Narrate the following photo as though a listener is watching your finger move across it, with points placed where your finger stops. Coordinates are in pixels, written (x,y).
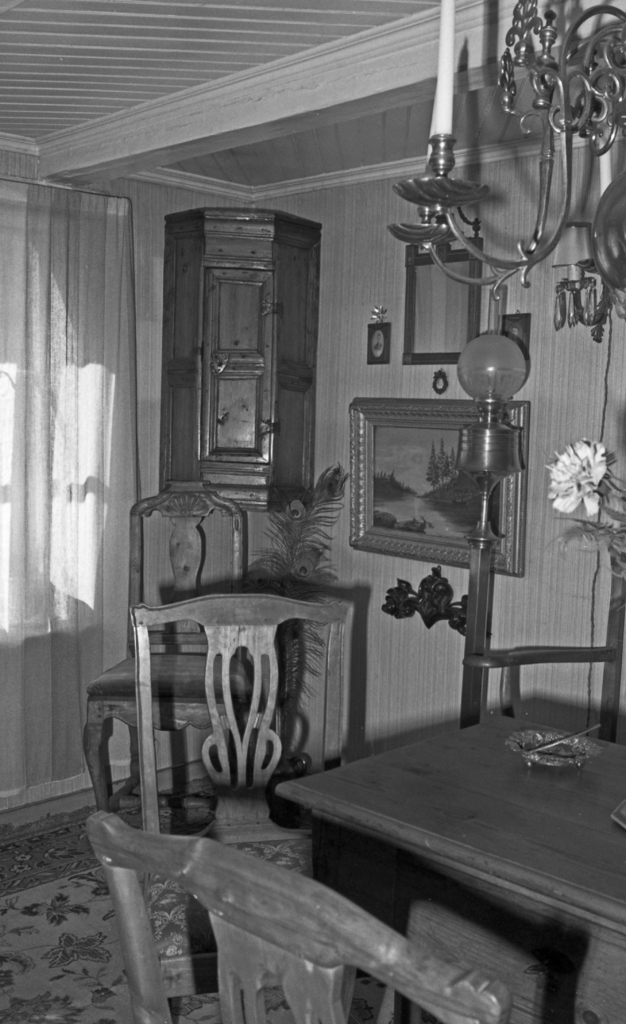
It looks like a black and white picture. We can see there are chairs (153,708), a table (389,763) and a houseplant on the floor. On the table (480,770) there is a flower vase (590,451) and an object (515,746). Behind the chairs (219,664) there are photo frames (390,419) and a wooden object (247,412) on the wall (262,552). On the left side of the chairs (136,612), it looks like a curtain (14,280).
